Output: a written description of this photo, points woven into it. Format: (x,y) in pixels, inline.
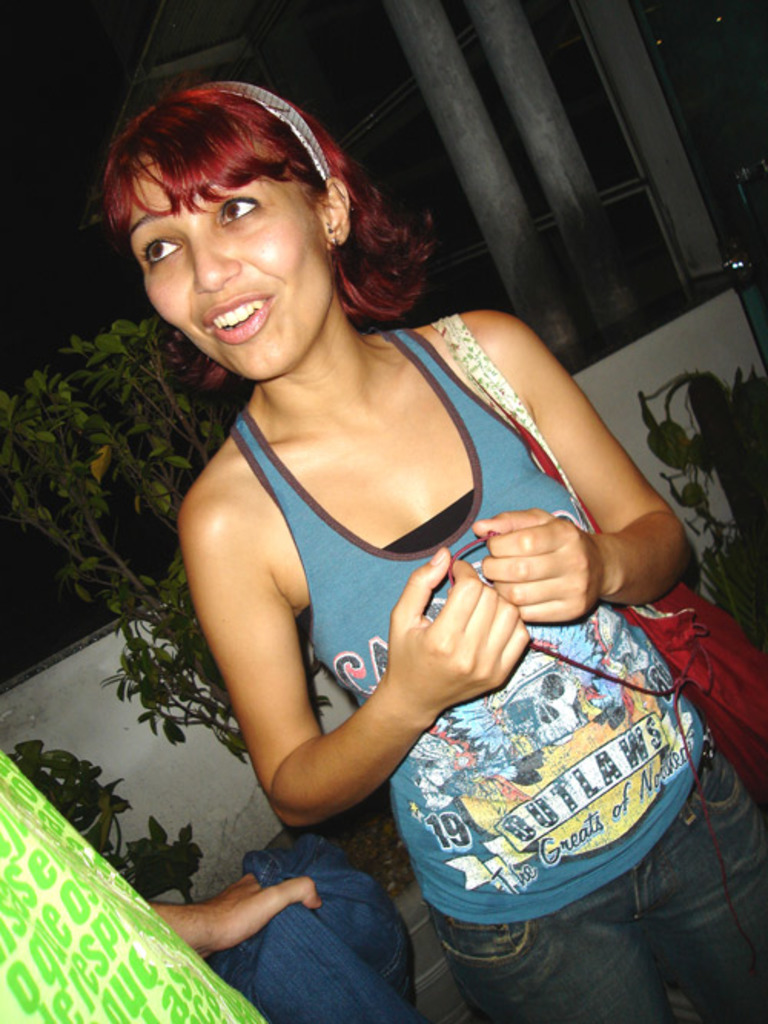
In this image we can see a woman (432,488) with a smiling face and behind her we can see boundary wall (9,703) and plants (51,411).
